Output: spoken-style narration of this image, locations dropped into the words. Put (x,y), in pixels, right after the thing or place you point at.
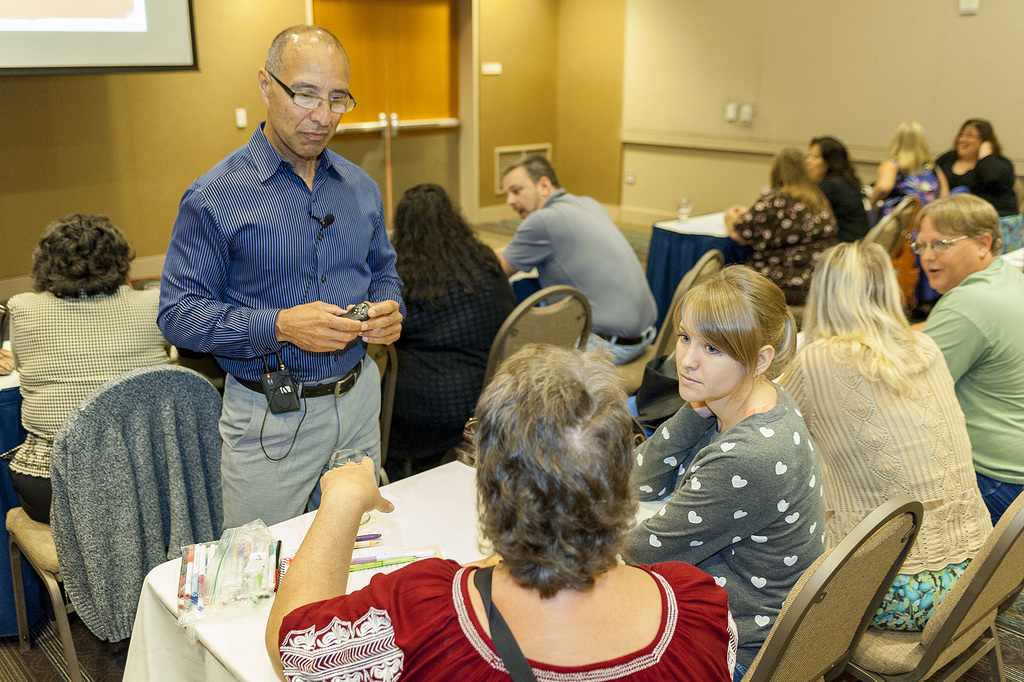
This is the picture of a room (913,101). In this image there are group of people (774,403) sitting on the chairs (772,656) and there is a man (257,317) with blue shirt (258,178) is standing and holding the object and there are objects (203,616) on the tables (273,529). At the back (462,148) there is a door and there is a screen (125,7) and there are objects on the wall (519,40). At the bottom (31,652) there is a mat (36,669).
